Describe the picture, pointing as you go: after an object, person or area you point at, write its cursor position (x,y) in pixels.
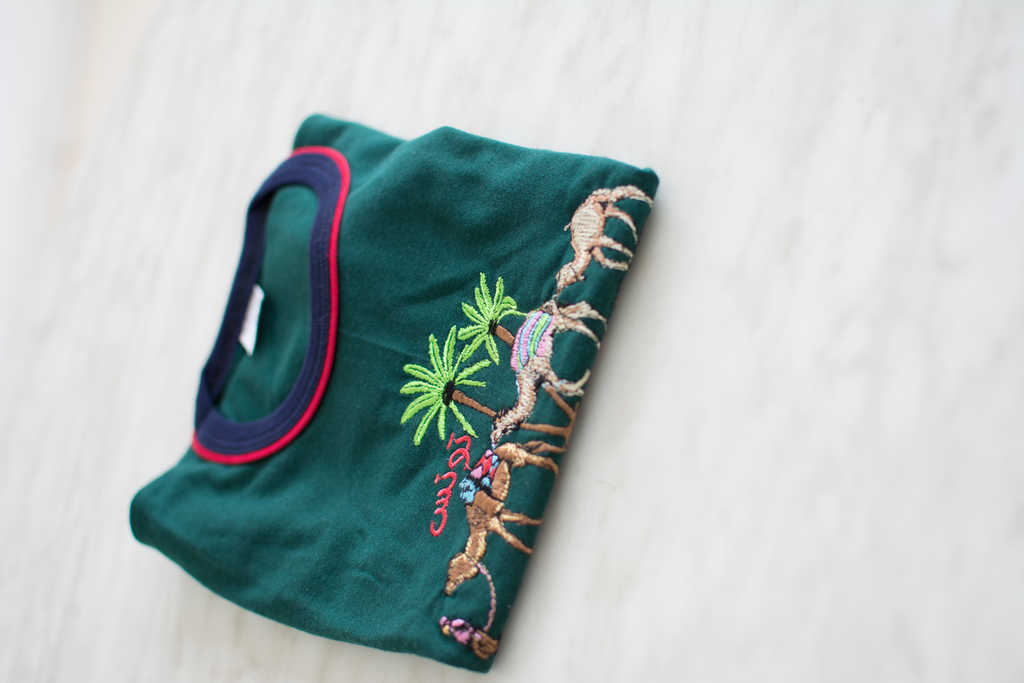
In this picture I can see a t-shirt (441,341) in the middle (389,354), there is an embroidery work (585,220) on it.
